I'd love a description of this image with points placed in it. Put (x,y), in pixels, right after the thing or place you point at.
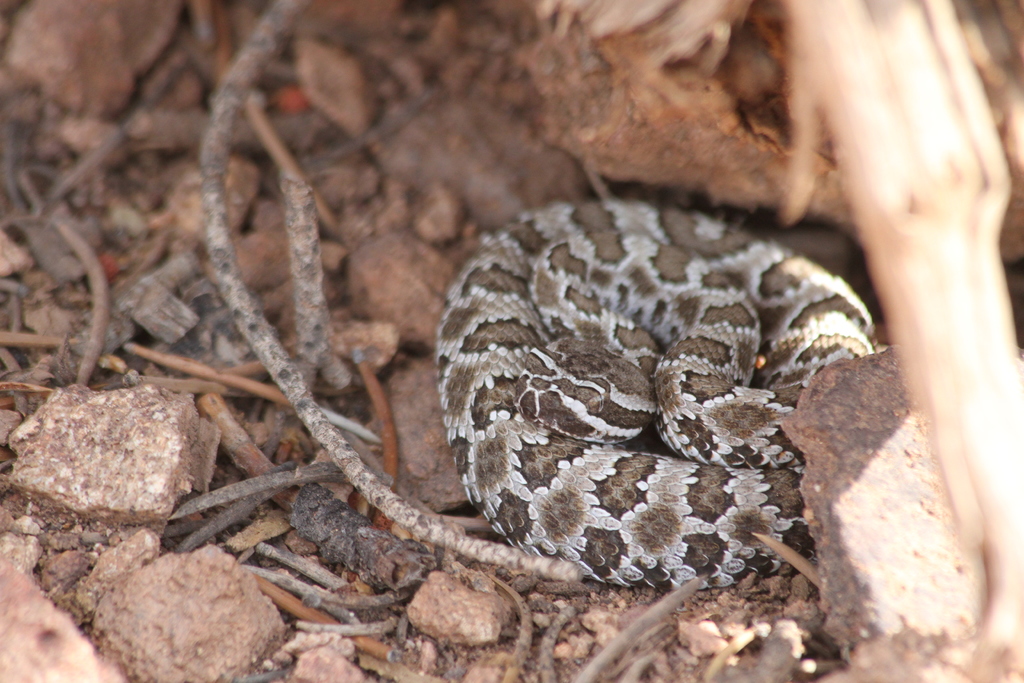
In this image we can see a snake (631,369) and few stones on the ground (145,389).
